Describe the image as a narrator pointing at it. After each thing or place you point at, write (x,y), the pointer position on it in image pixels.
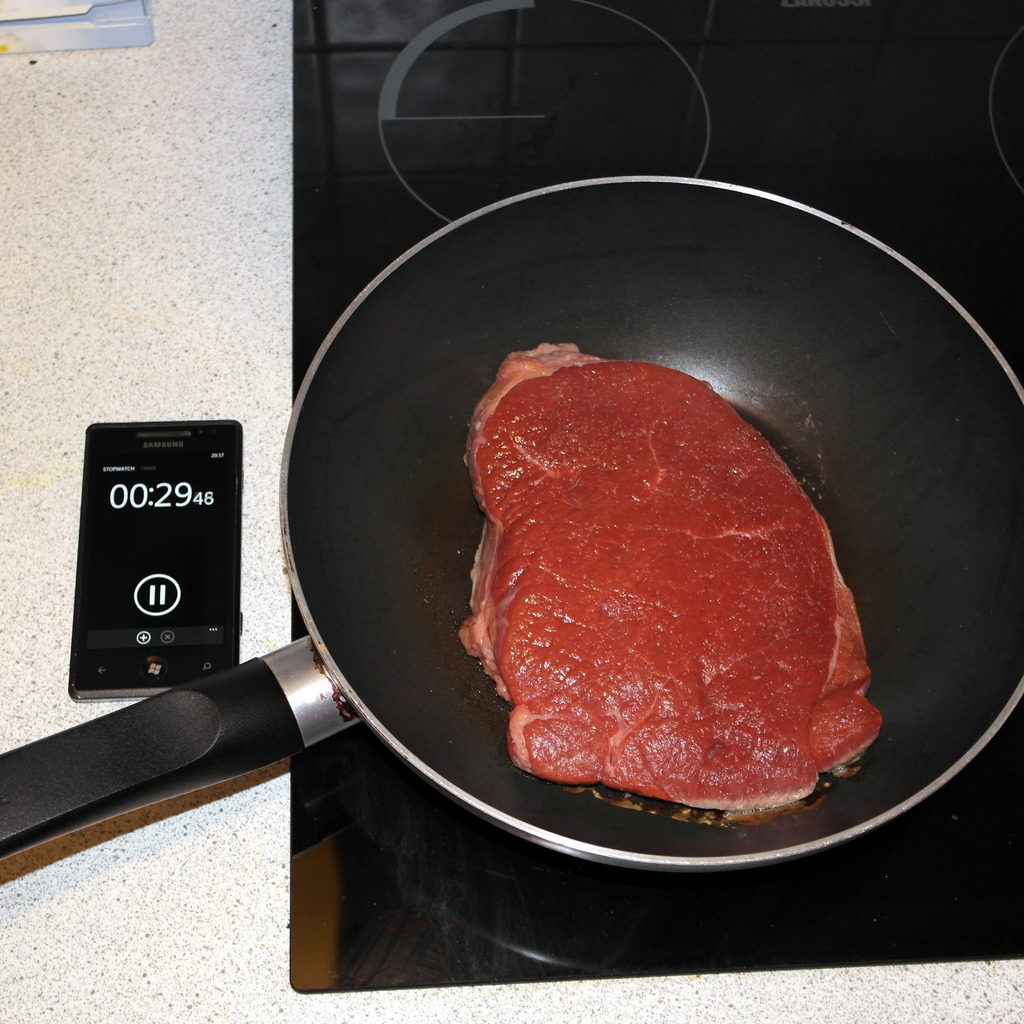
In this image there is a meat (635,559) on a pan (475,300) which is placed on the electric stove (664,903), There is a mobile (150,451) and some object (48,31) on the counter (158,915).
